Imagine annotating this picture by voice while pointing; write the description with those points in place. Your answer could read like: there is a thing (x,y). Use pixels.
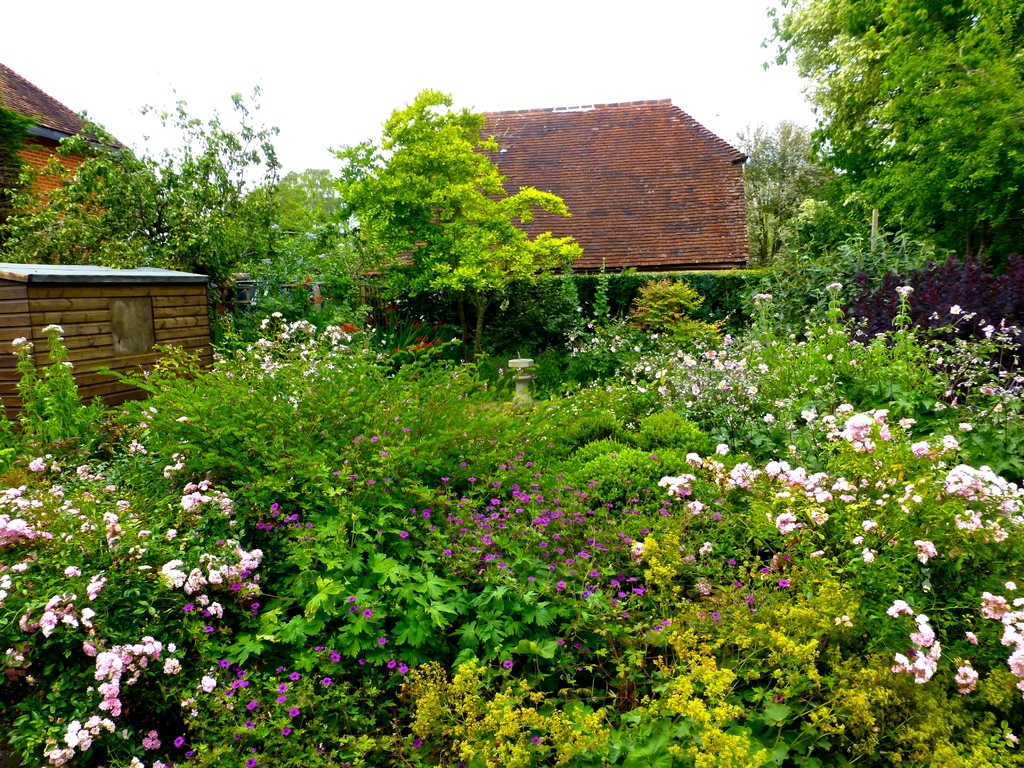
In this picture we see couple of houses (12,94) few trees (924,73) and few flowering plants (560,501).
